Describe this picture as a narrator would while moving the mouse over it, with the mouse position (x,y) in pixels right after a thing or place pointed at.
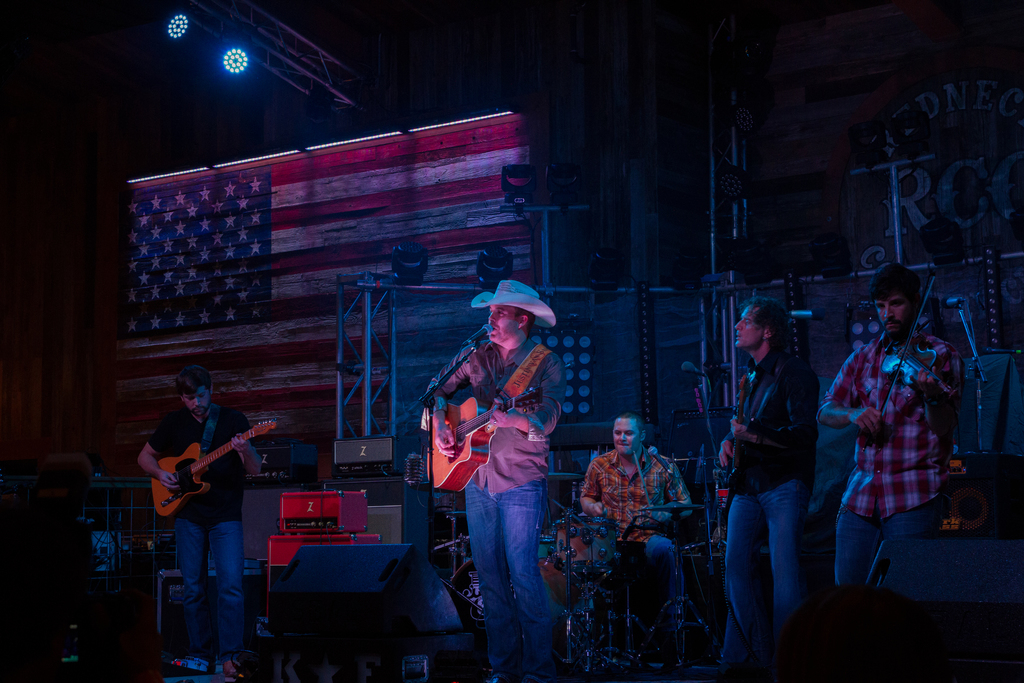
In this picture we can observe a music band (498,562) on the floor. There are three members (508,516) playing guitars (462,441) and one of them was playing violin (912,349). We can observe person (596,493) playing drums (620,565). In the background (270,351) we can observe a national flag (278,296) and blue color lights (177,22).
